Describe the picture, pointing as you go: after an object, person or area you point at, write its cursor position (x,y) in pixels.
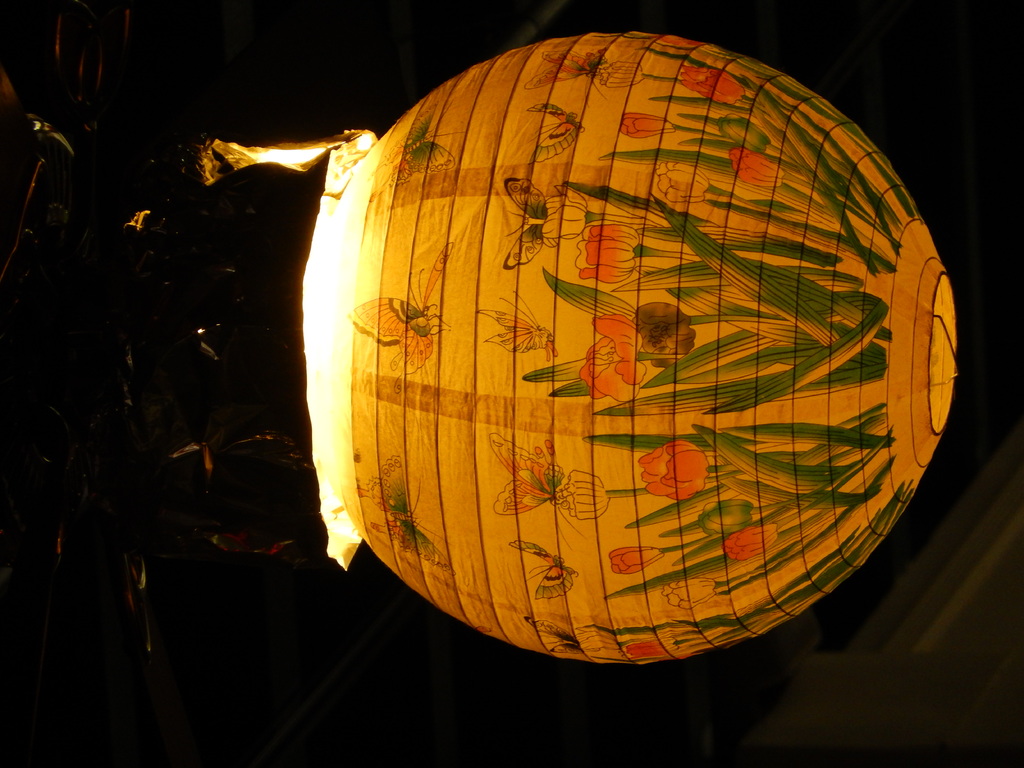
This is a rotated image. In this image there is a paper lantern (415,465).
